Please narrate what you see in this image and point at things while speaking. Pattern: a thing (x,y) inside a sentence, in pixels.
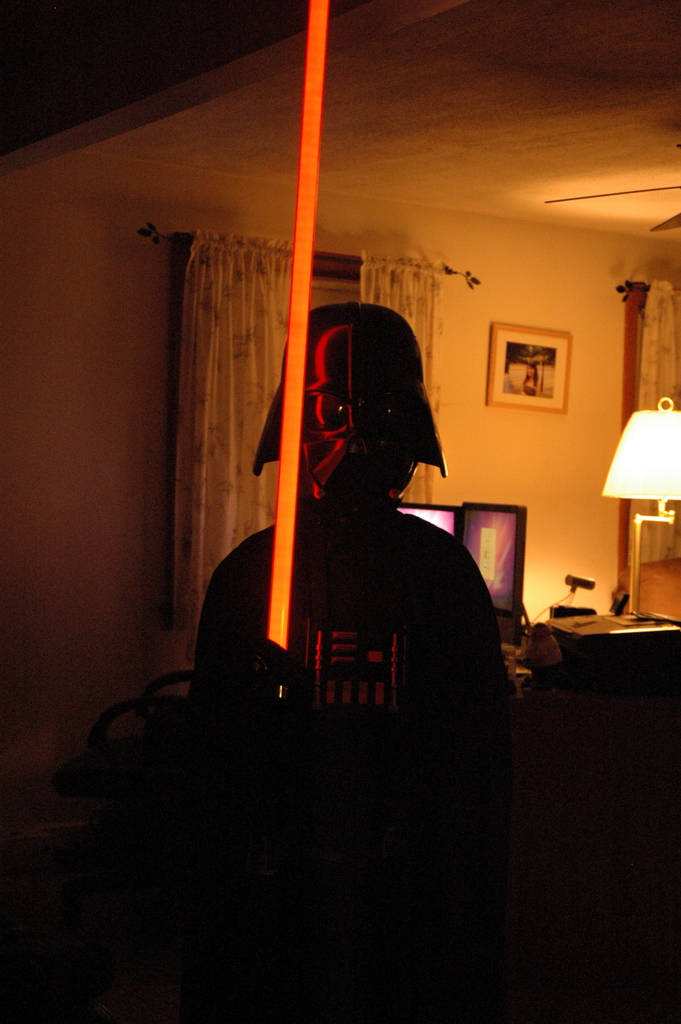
There is a statue (363,546) of a person (356,645) holding an orange color lightsaber (294,473). In the background (675,441), there is a light (650,492), there are monitors (509,534) on the desk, there are curtains (418,494) and there is a photo frame (512,347) on the wall (65,188).
